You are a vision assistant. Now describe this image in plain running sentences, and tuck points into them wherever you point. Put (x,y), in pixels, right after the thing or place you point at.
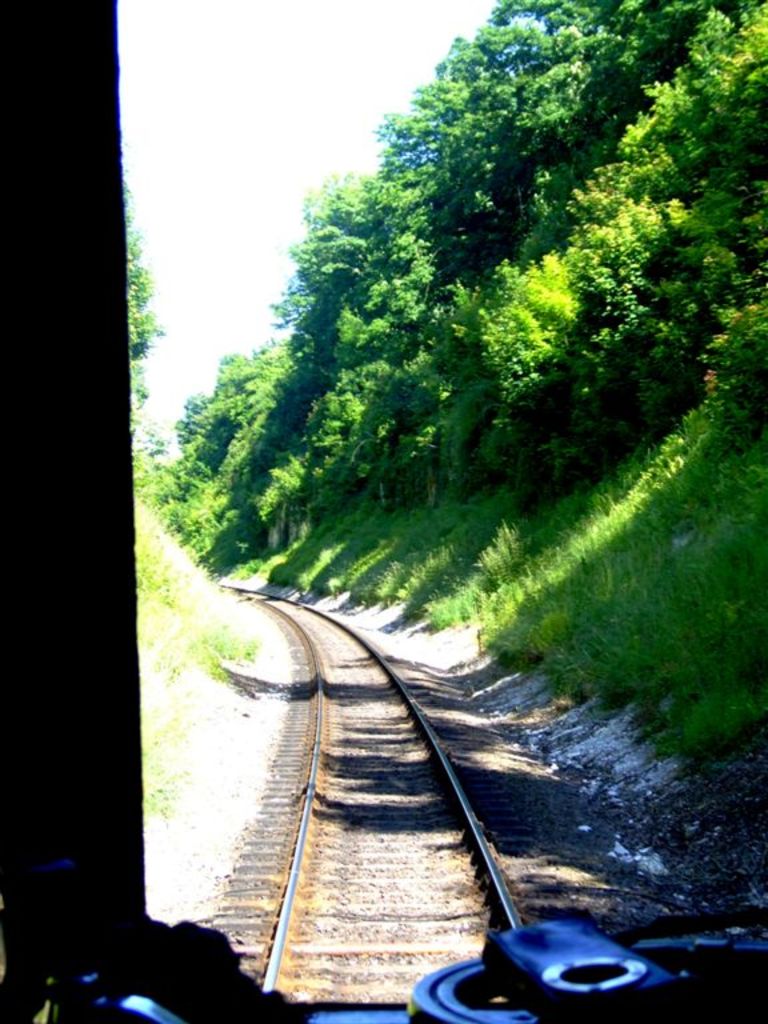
In this image I can see the track (312,829). To the side of the track (418,764) there are many trees (591,164). And I can see some objects (109,975) in the front (241,986). In the background (235,327) there is a white sky (217,243).
